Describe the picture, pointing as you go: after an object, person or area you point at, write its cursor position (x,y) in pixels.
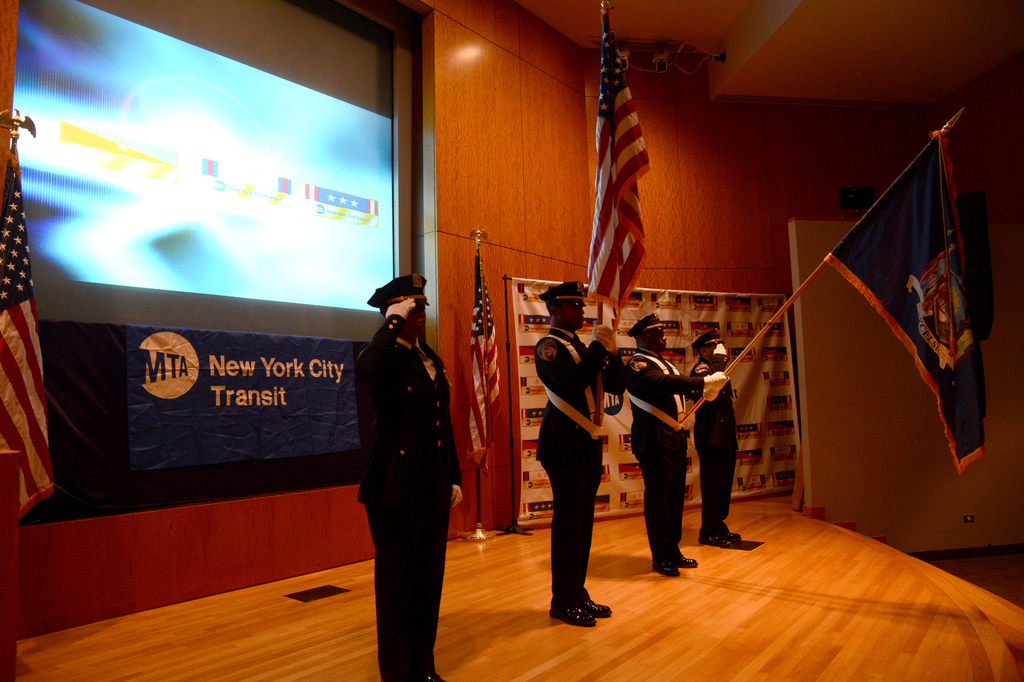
In the picture I can see four persons (588,495) wearing black dress (555,510) are standing where two among them are holding flags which are attached to a pole (698,402) and there is a projected image (239,188) behind them and there are few flags (24,364) and a banner (520,335) in the background (237,423).
